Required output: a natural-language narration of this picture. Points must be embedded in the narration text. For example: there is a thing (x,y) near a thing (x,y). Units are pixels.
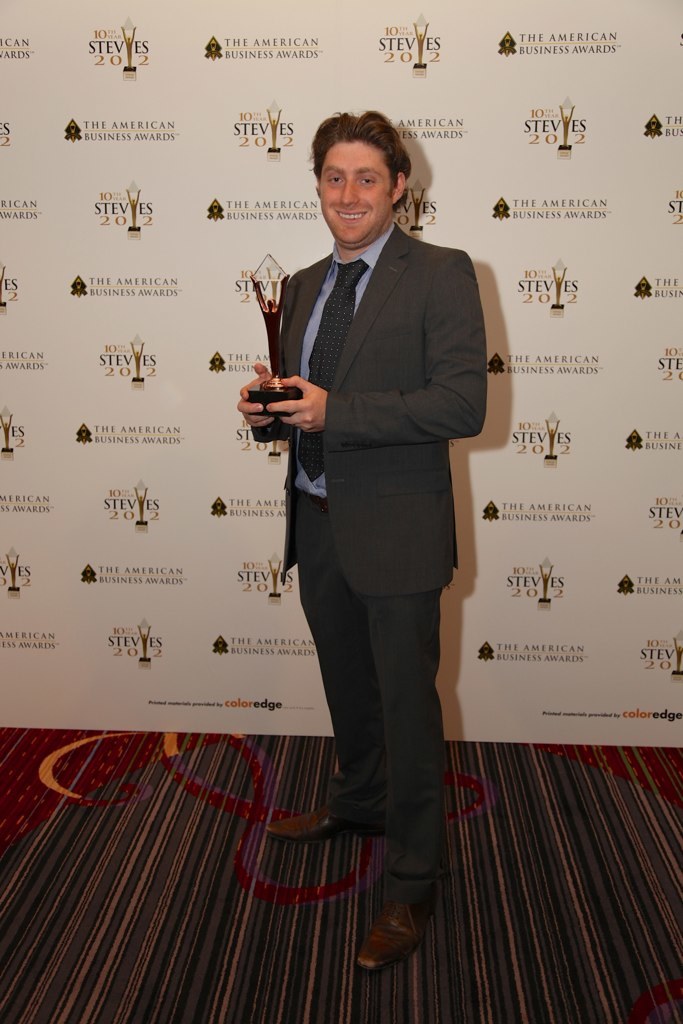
This is the man (393,679) standing and smiling. He is holding a trophy (277,280) in his hands (312,393). He wore a suit (363,309), tie (349,309), shirt (318,315), trouser (406,698) and shoes (372,940). This looks like a hoarding (609,388).
